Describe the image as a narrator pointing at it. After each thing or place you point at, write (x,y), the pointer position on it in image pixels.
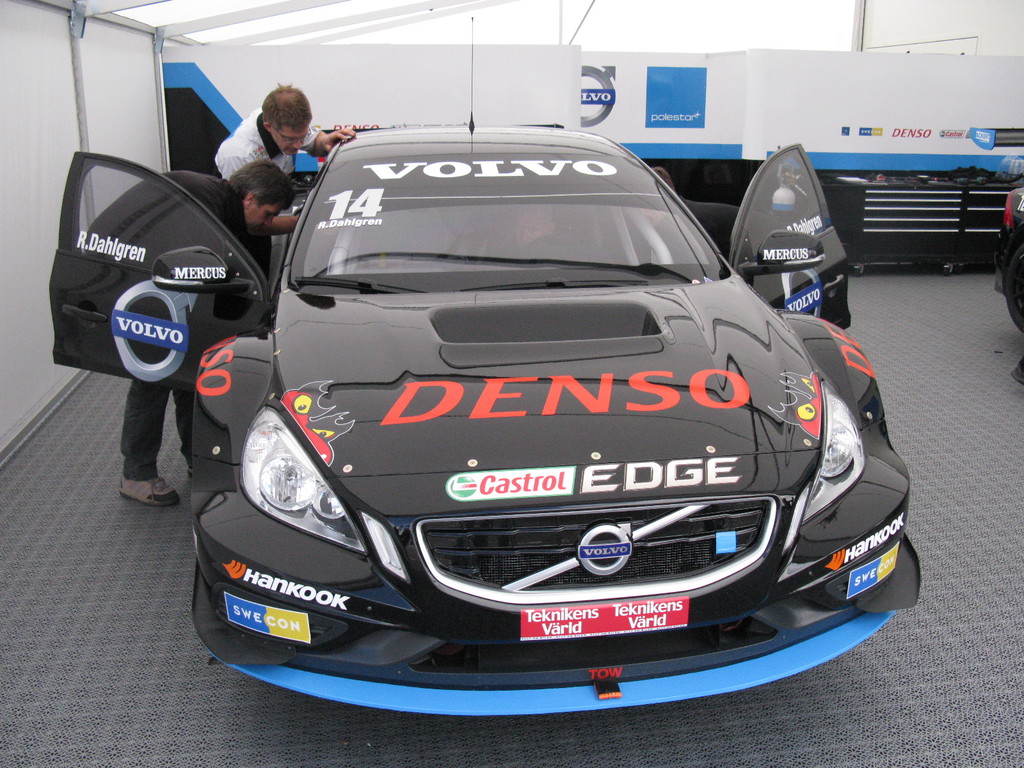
In this picture we can see a car (793,612) on the ground (864,662), here we can see people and in the background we can see a wall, advertisement board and some objects (983,187).
